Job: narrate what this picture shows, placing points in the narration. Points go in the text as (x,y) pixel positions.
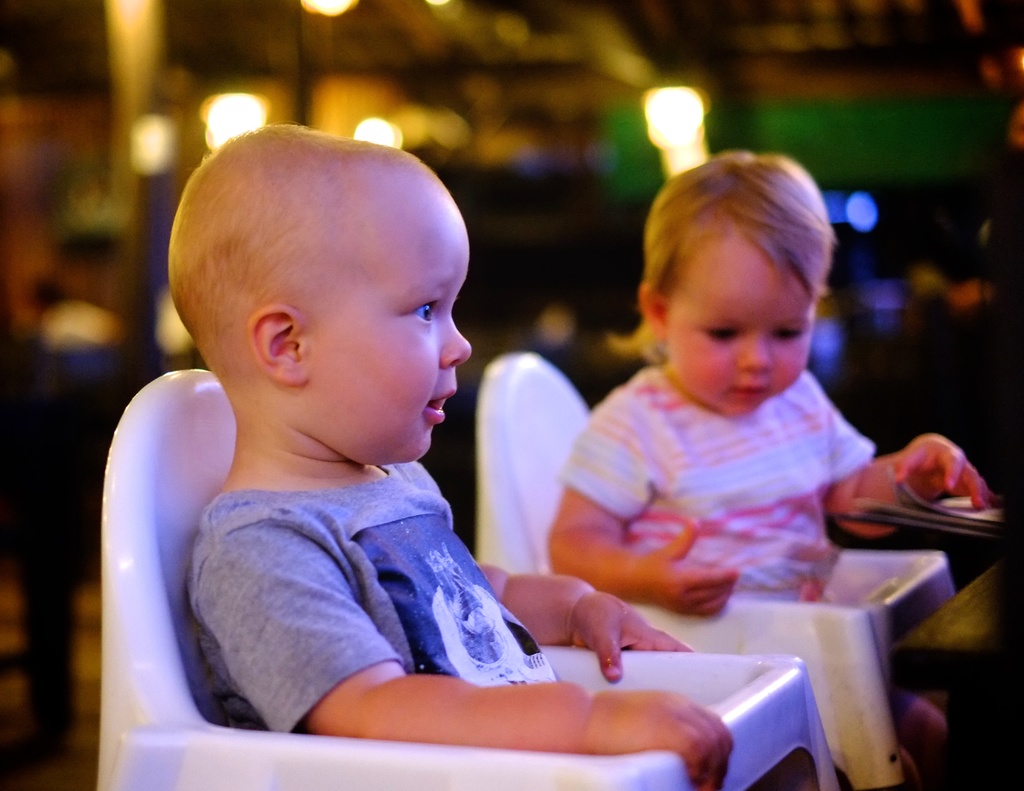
In the foreground of the picture (553,520) there are chairs (128,527) and there are two kids (692,526) sitting in the chairs (519,511). In the background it is blurred and we can see lights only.
